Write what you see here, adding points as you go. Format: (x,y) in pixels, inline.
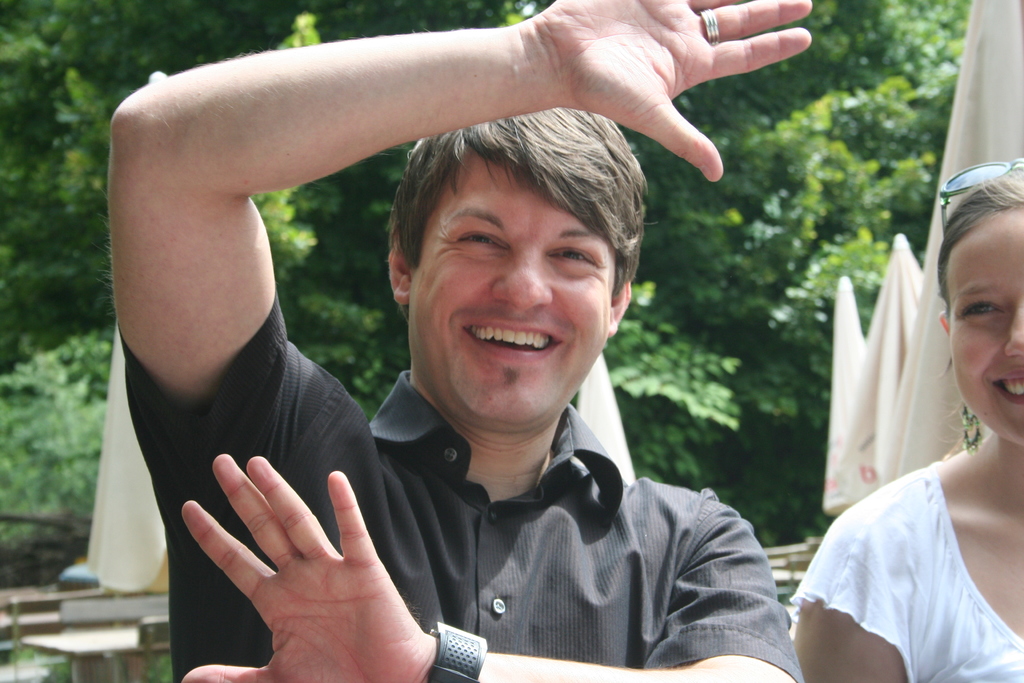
In this image we can see two persons (722,536). Behind the persons (422,457) we can see the clothes (598,393) and wooden objects (116,606). In the background (751,415), we can see a group of trees (71,323).
